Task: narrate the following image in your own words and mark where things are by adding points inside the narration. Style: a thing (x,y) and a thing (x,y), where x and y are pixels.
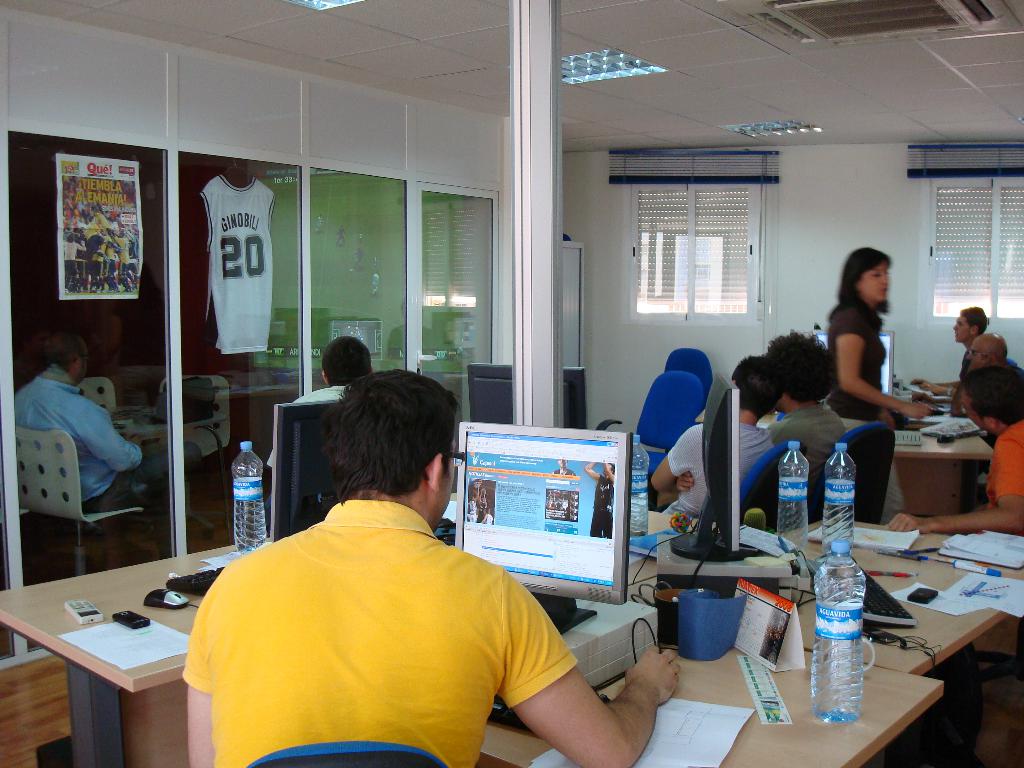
In this image I can see the group of people (456,616) sitting in front of the table (748,703). On the table (907,673) there is a system (560,509), water bottle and papers (757,674). I can see there is a t-shirt (222,245) hanging to the glass (298,313).
